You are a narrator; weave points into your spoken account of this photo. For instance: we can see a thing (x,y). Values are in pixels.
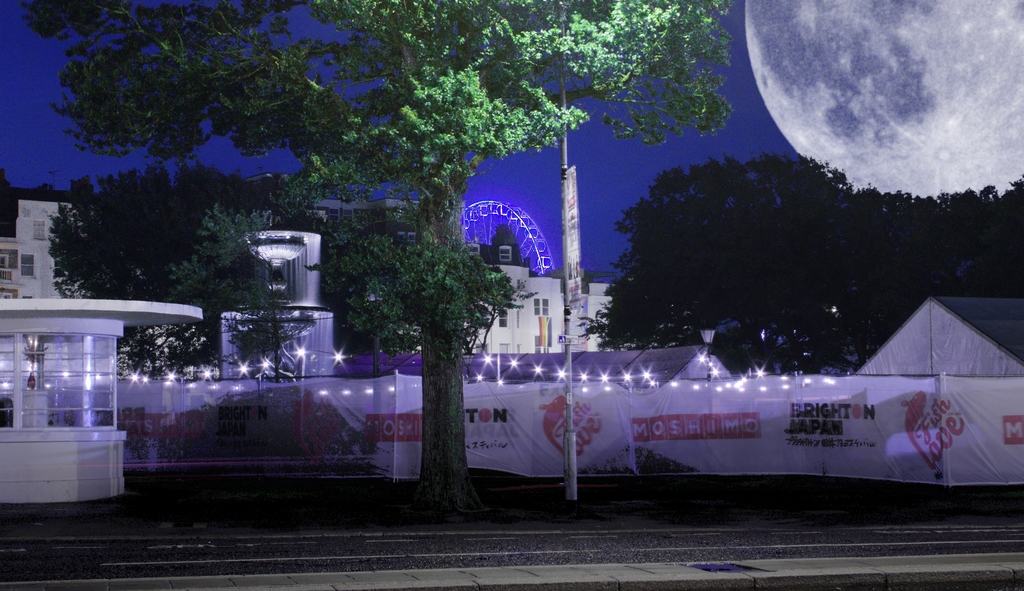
In this image I can see the ground (731,537), a tree (473,63) which is green in color, a pole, few banners (574,263) which are white in color, few tents (923,366), few lights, few buildings (524,271), few trees (761,276), a giant wheel (549,249) and in the background (615,175) I can see the sky (645,162) and the moon (911,109).
